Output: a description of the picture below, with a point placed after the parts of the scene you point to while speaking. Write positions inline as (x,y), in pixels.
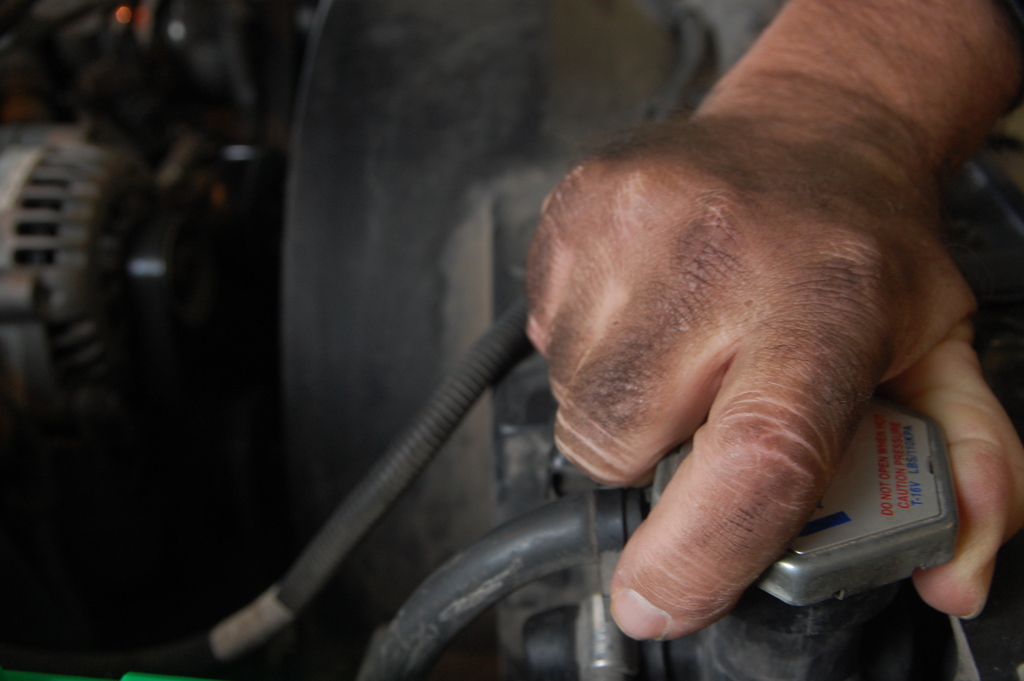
In this picture we can see a person's hand (740,345) on the right side (740,345), this person (814,330) is holding something, it looks like a motor (87,313) on the left side (83,308), there is a blurry background (335,107).
